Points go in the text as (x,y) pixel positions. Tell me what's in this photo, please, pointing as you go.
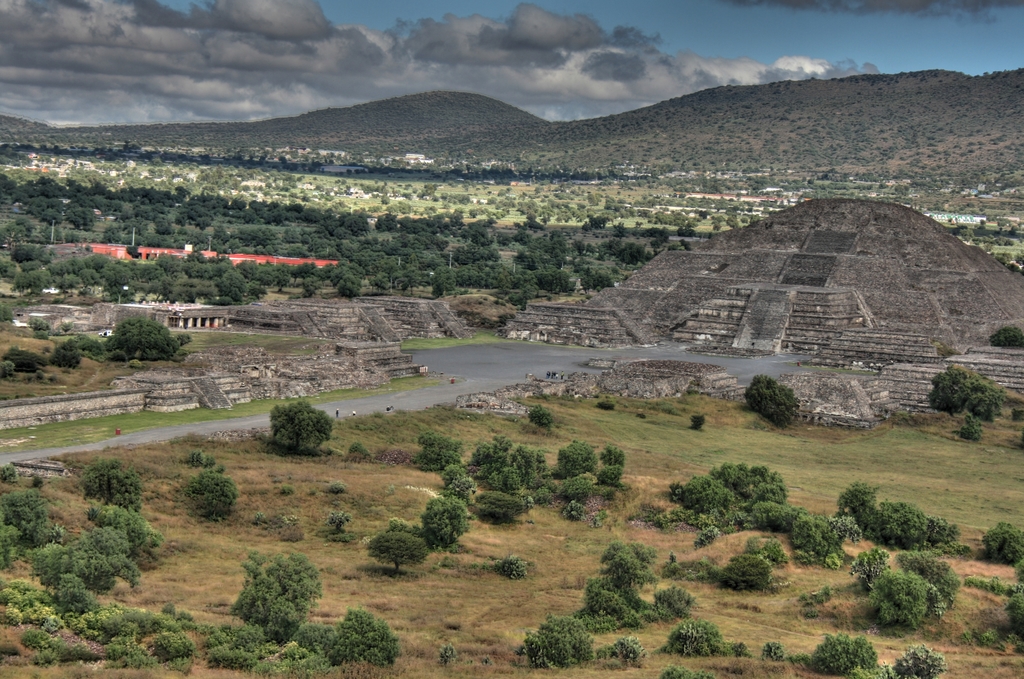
In this picture I can see trees (287,220), buildings (188,248), hill (461,107) and few plants (529,462) and looks like few people (554,372) standing and It looks like a pyramid (628,295) and I can see a blue cloudy sky (652,49).
